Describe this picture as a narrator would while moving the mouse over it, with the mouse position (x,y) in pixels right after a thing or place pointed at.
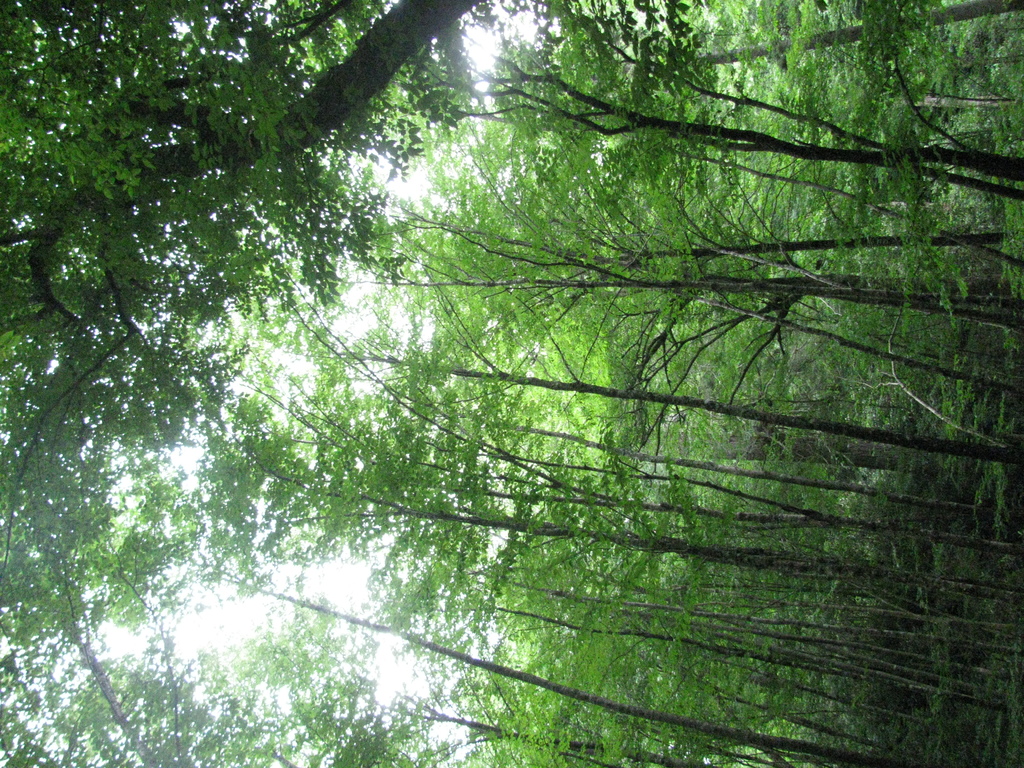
In this picture there are trees (487,341) and at the background (218,627) there is sky (219,614).
